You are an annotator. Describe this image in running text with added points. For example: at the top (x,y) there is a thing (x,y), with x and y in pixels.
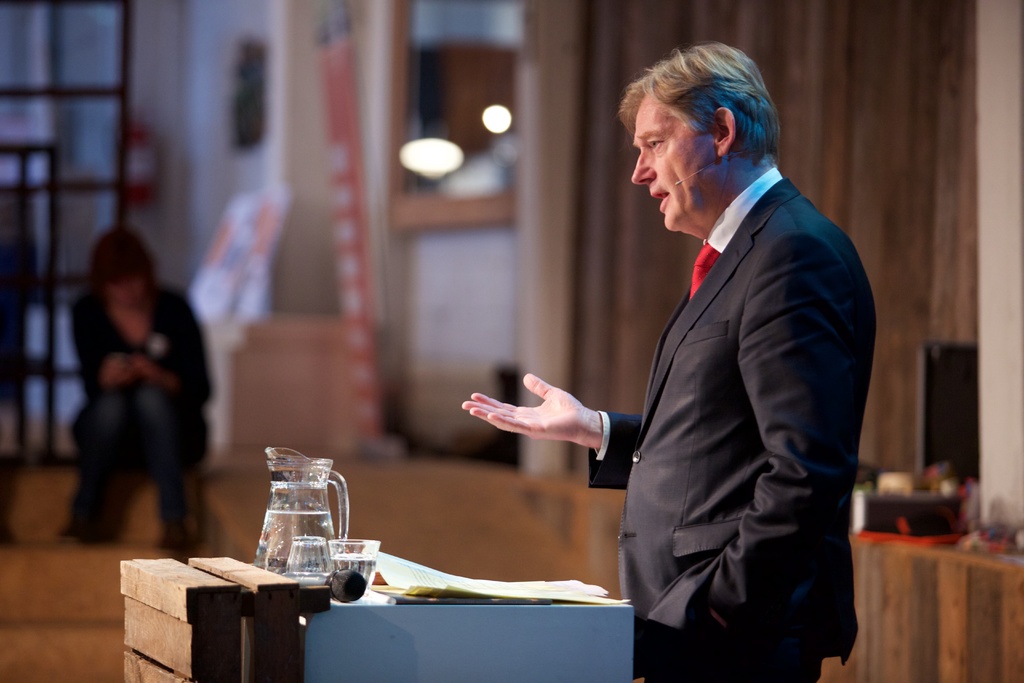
This is the man (708,384) standing. He wore a tie (707,261), shirt (716,243), suit (768,546) and trouser (758,665). This looks like a podium (409,654). I can see a water jug (301,483), water glass (347,568), mike (360,579), book (440,582) and few other things (443,601) are placed on it. Here is a person (142,394) sitting on the stairs (133,503). This looks like a table (867,595) with few objects (921,522) on it. I can see the light (435,171).
